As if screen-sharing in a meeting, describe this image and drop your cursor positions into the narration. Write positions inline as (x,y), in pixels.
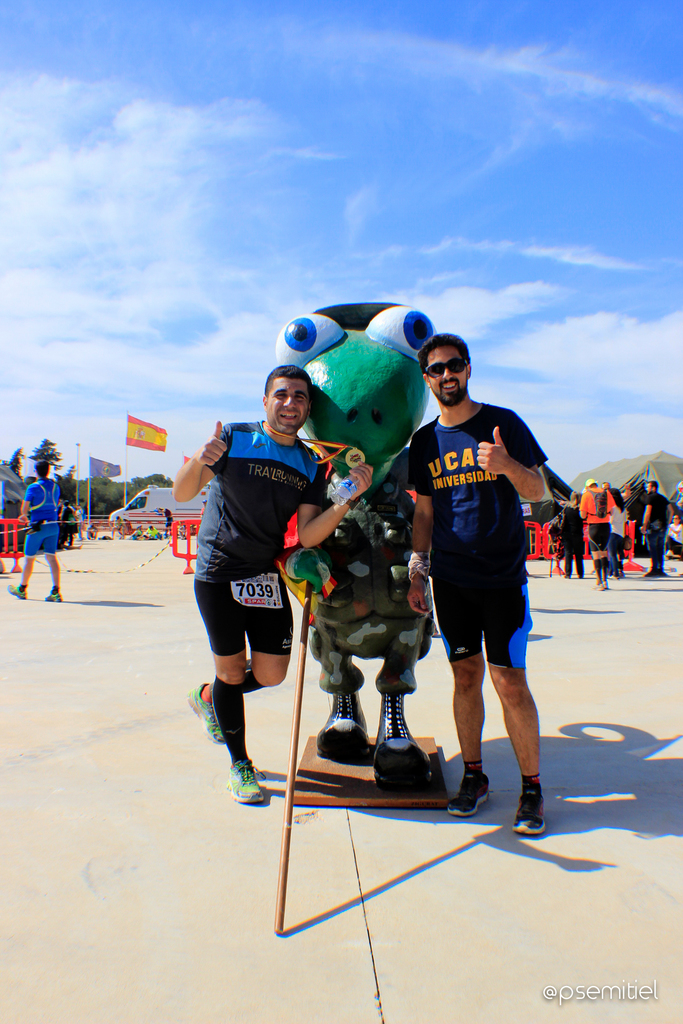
In this image in the center (368,507) there is one toy (319,625), and there are two people (452,500) standing and smiling. And in the background (72,521) there are group of people (671,536), tents (672,491), poles (125,496), flags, vehicle (137,503), trees (72,488), and some objects (98,526). At the bottom (457,948) there is a walkway (599,594), and at the top (373,197) there is sky (293,296).
